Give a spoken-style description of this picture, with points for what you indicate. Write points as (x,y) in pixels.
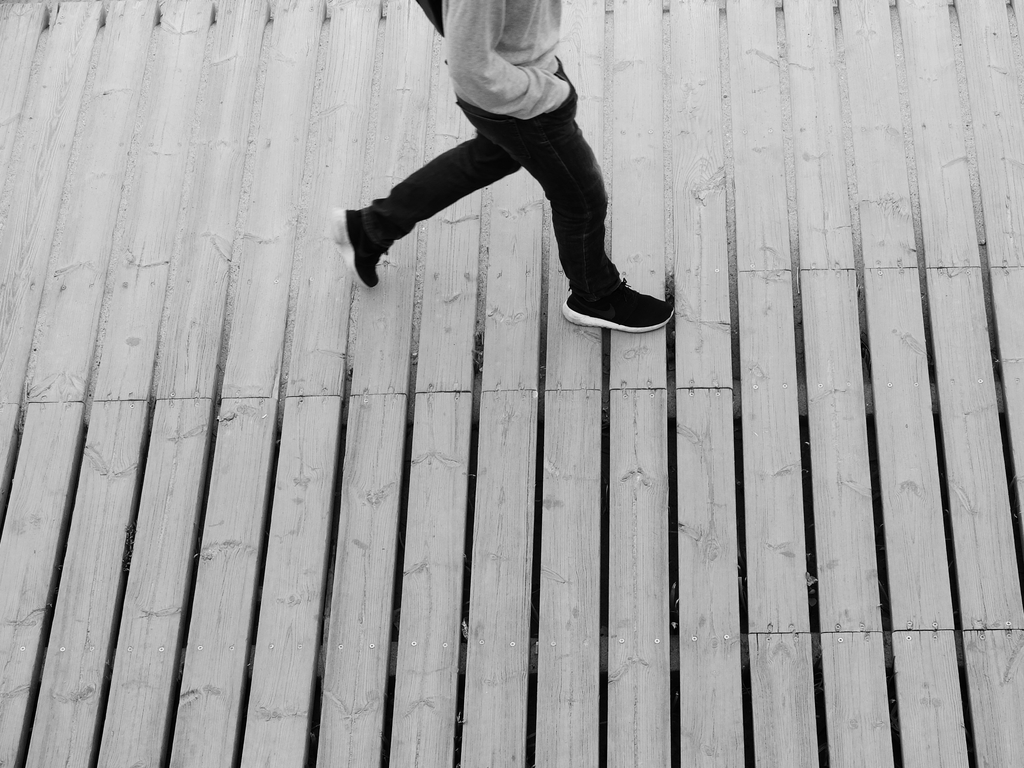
This is a black and white image. At the top of this image (547,145) I can see a person (492,56) wearing a t-shirt (522,47), jeans (574,176), shoes (620,311) and walking on a wooden plank (421,372).
